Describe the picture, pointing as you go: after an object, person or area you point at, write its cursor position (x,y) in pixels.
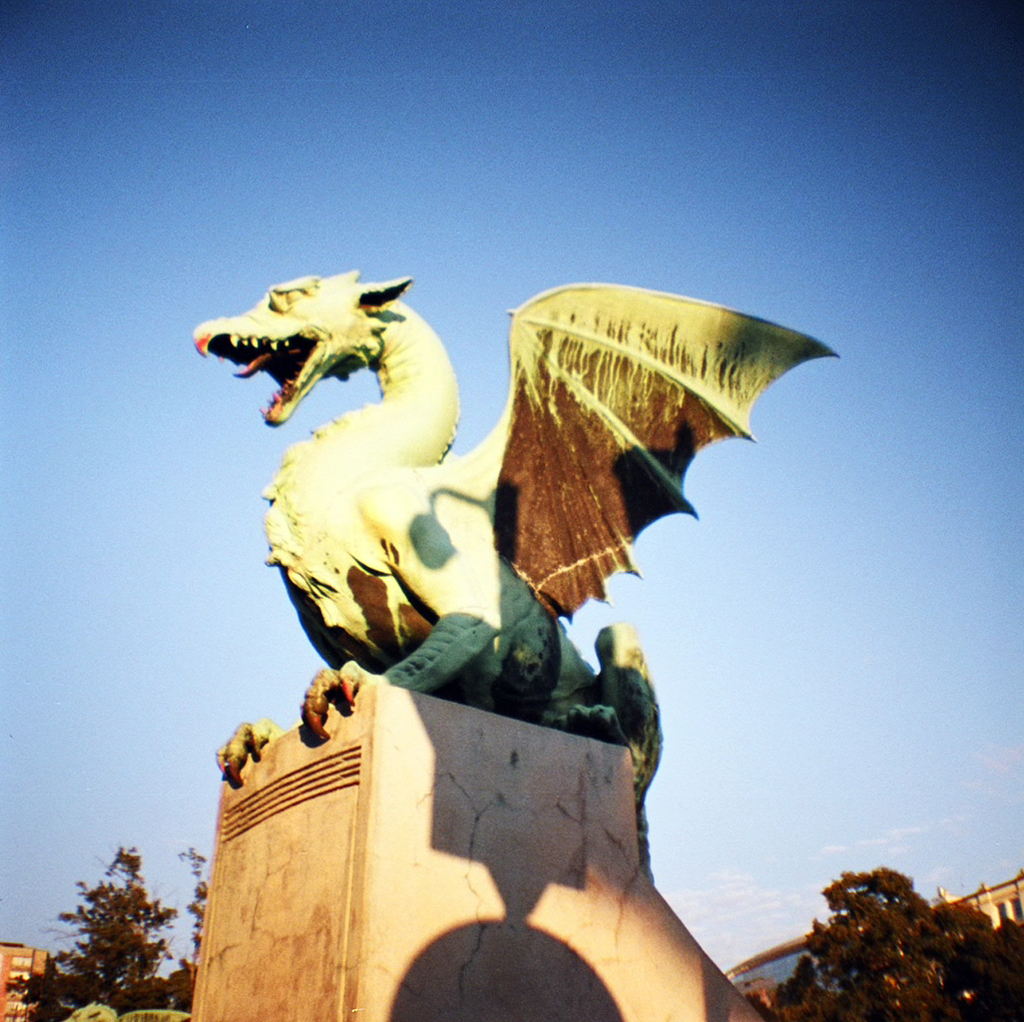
In the foreground (492,898), I can see a sculpture (633,736) of an animal (416,547) and I can see plants (132,896) and trees (914,907). In the background (668,888), I can see buildings (760,964) and the sky (838,414). This picture might be taken in a day.
